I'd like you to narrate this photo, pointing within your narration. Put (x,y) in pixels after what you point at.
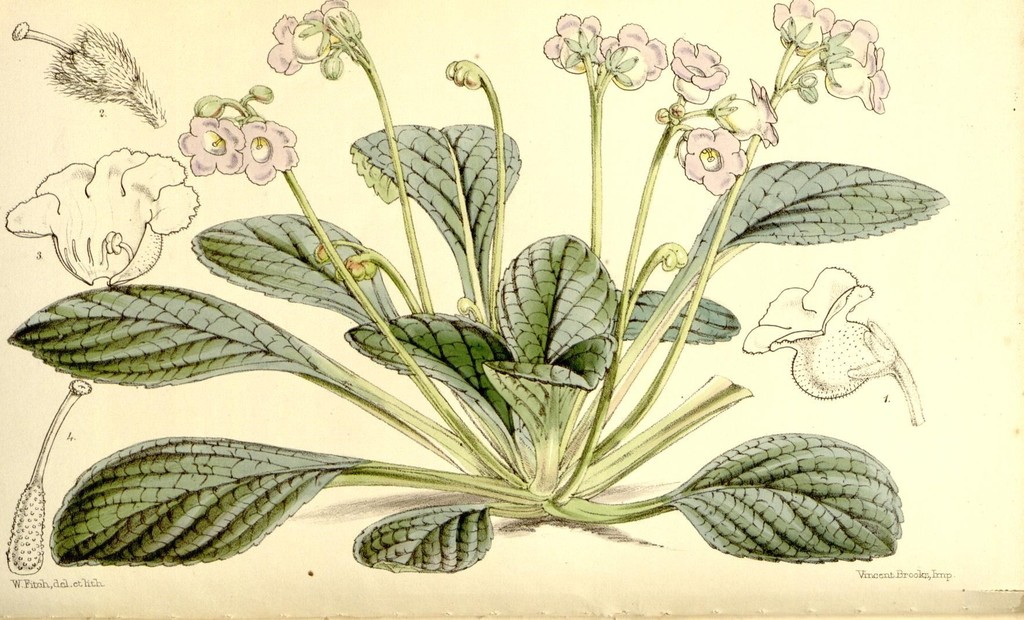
This is the painting of a plant (549,343) where we can see stem (684,330), flower (245,171) and leafs (391,316).
